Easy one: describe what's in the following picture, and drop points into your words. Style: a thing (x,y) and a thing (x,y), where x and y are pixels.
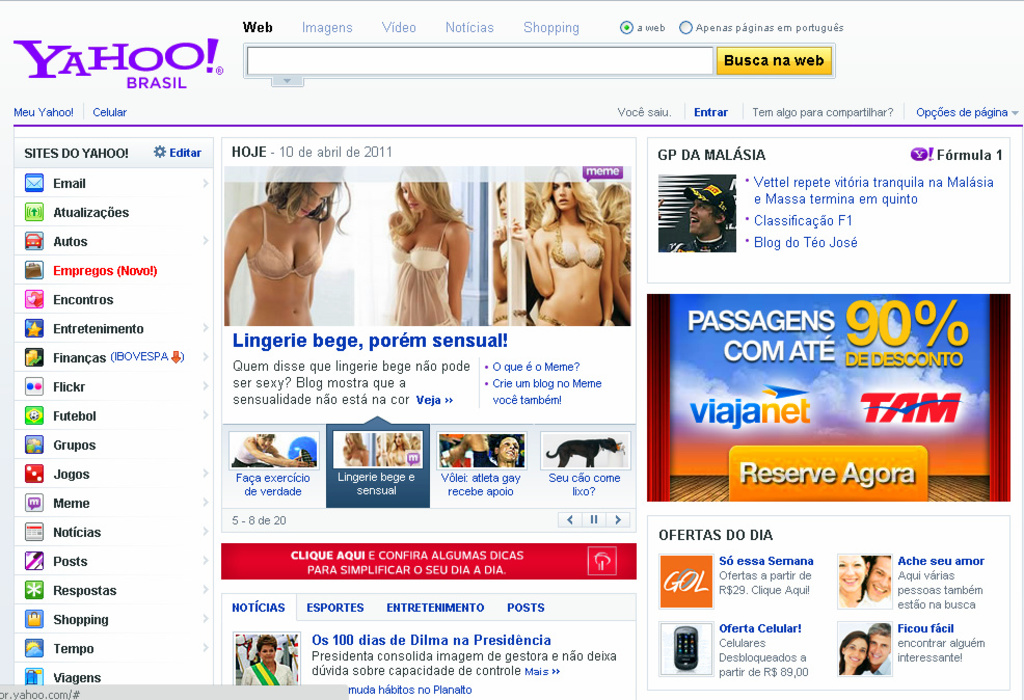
In the picture I can see a web page (315,321). In the web page (462,280) I can see photos (443,319) of people (535,285), logos (677,575) and some text (158,350) written on the page (493,382).
